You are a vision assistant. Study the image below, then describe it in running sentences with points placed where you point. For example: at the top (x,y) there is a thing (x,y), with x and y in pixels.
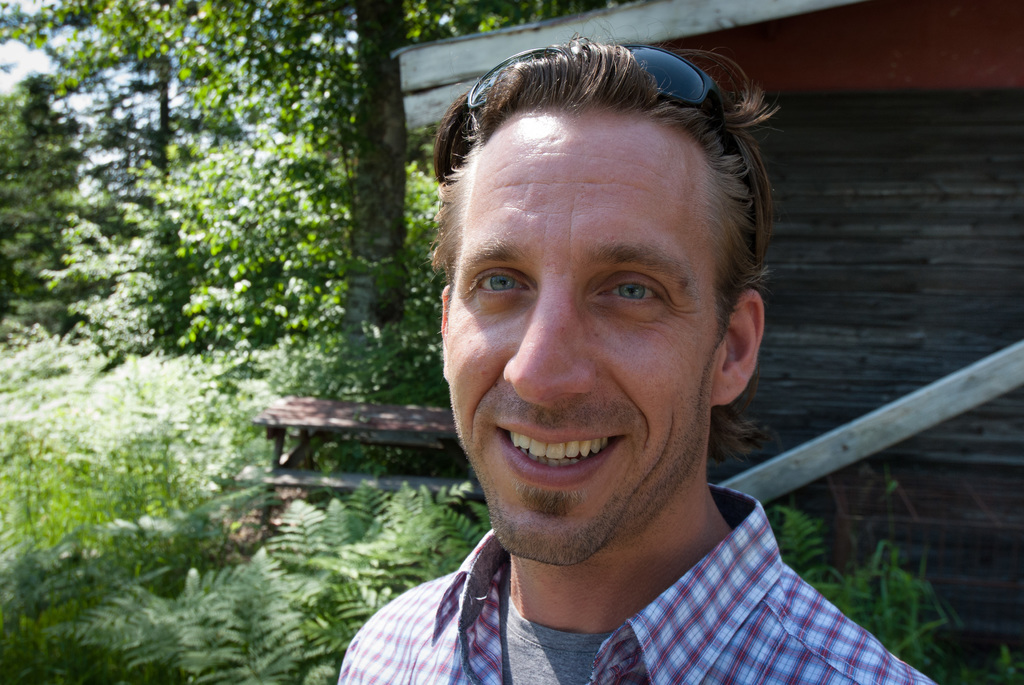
There is a person (544,398). On the background (263,97) we can see trees (277,89), wall (902,393), bench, sky (15,48).
